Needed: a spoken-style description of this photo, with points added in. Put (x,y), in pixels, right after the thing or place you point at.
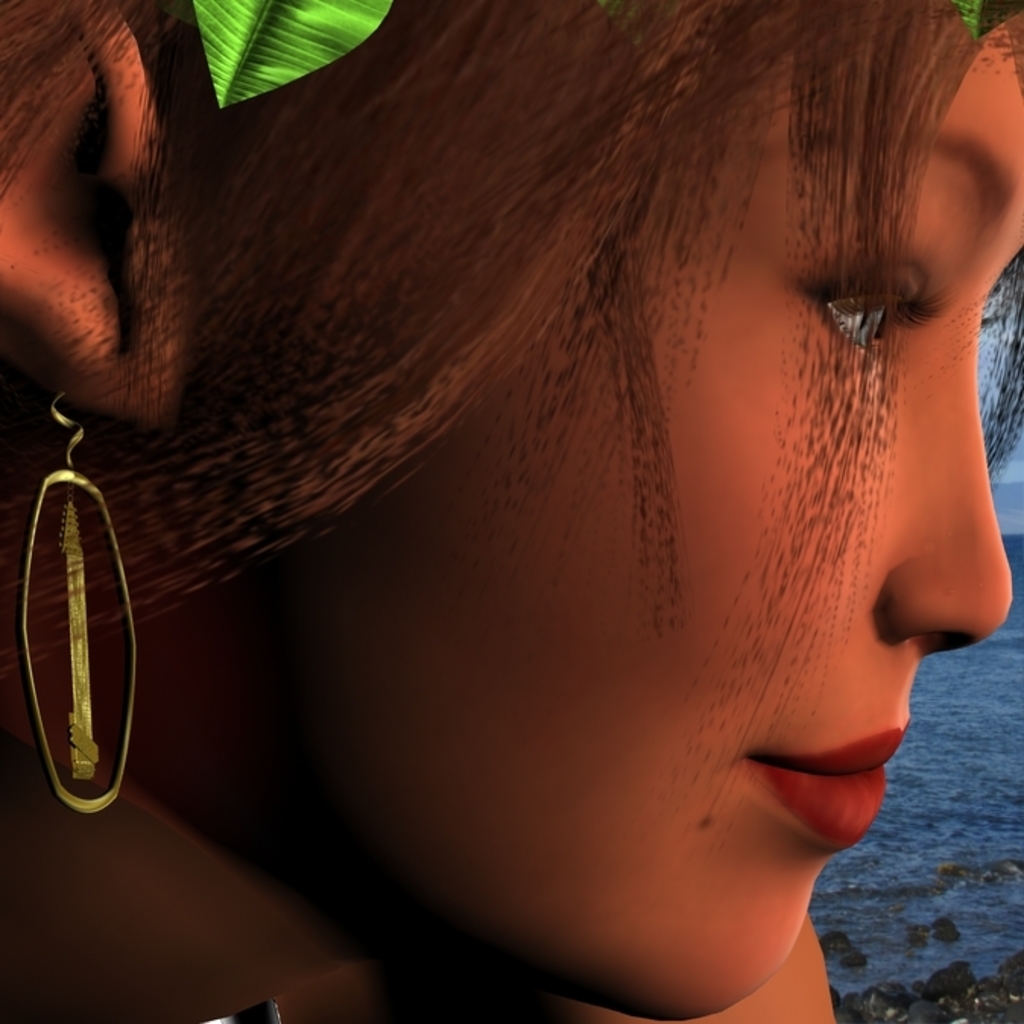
This is an animation, in this image in the foreground (797,519) there is one woman (515,77) who is wearing an earring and on the right side of the image (943,856) there is a river (931,844) and at the top of the image (231,59) there is one leaf (246,41).
